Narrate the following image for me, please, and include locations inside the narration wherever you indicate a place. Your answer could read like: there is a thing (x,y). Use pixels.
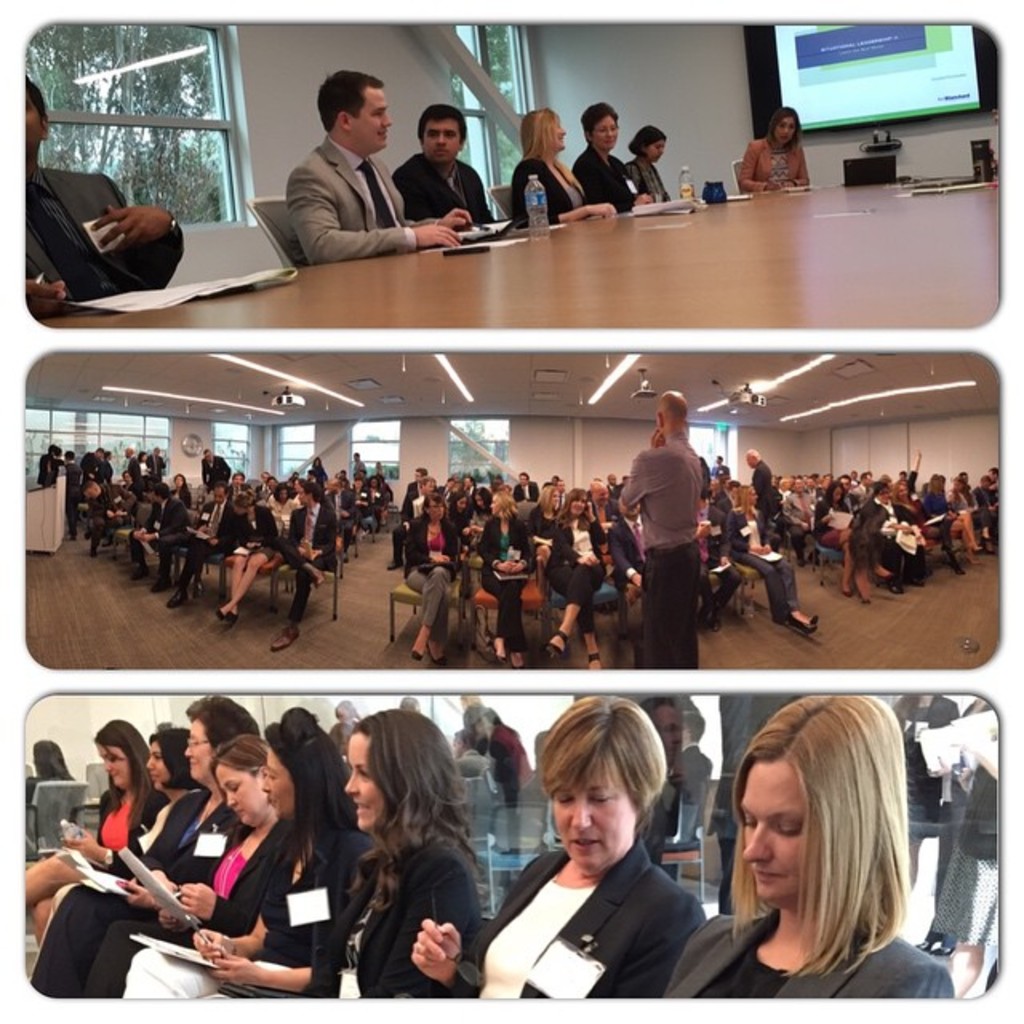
In this image we can see a collage pictures, in those pictures there are a few people (416,188), some of them are sitting on the chairs (516,832), some people (381,834) are writing on the papers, there are papers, bottles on the table (685,299), there are windows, there is a screen (807,132) with text (869,41) on it, there are trees (158,160), also we can see the walls (856,146).
